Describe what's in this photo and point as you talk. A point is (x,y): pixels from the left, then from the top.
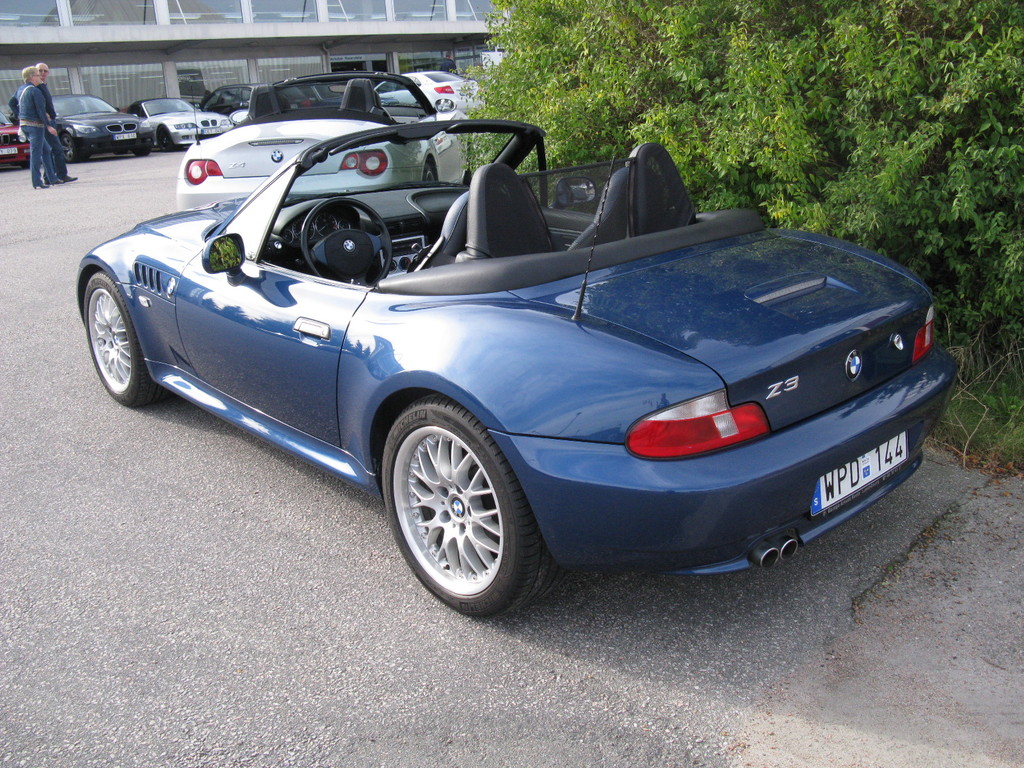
In picture, we can see a few vehicles (274,267), a few people (20,102), road (112,458), and we can see some plants (851,154), grass (968,401), and we can see a building (315,67) with glass doors (358,67).
